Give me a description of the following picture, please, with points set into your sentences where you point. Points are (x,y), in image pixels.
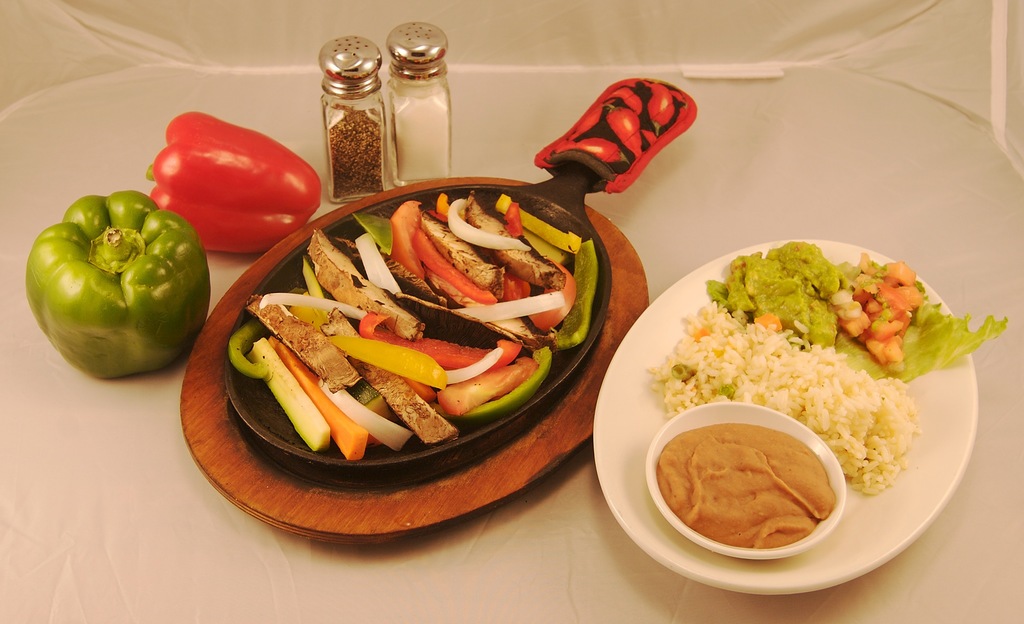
On the table (922,213) i can see the green capsicum (90,294), red capsicum (224,159), salt bottle (400,95), black pepper bottle (372,87), wooden pad (422,510), steel pan (516,343), plate (920,476) and bowl (734,547). In the pan (593,309) we can see the pieces of tomatoes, cucumber (285,380) and other vegetable (490,293). In a plate (939,430) i can see the rice (865,458) and other food item (822,336).
